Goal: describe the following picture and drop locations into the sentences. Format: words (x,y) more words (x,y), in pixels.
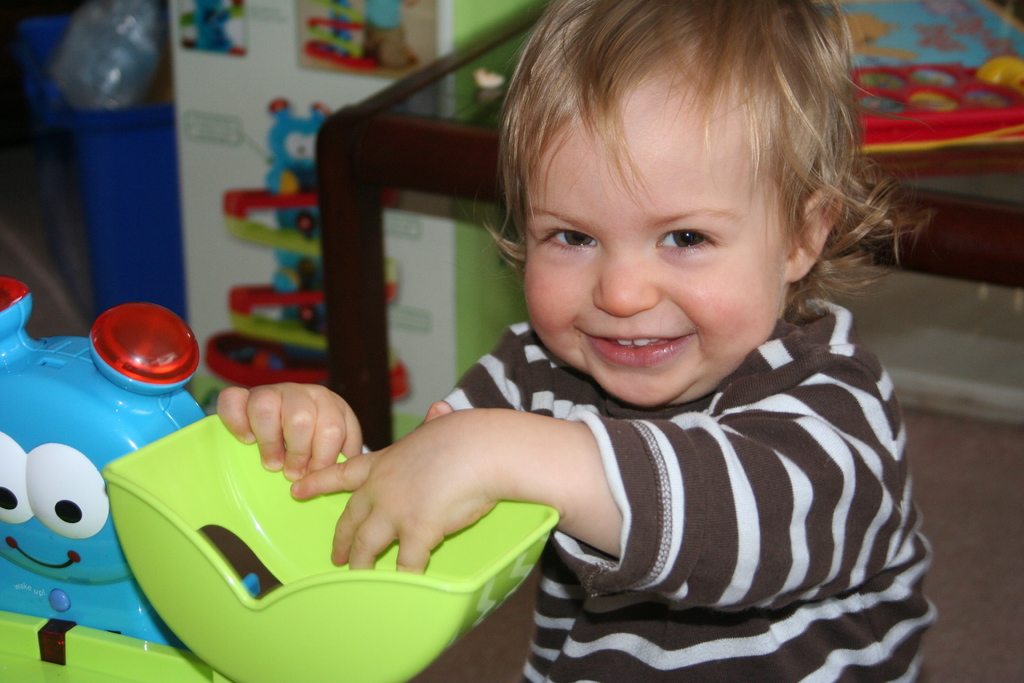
In this image there is a kid (680,514). The kid (677,358) is smiling. In front of the kid (730,535) there are toys (117,579). Behind the kid (539,33) there is a table (442,87). There are objects (926,36) on the table (387,115). In the background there is a wall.
